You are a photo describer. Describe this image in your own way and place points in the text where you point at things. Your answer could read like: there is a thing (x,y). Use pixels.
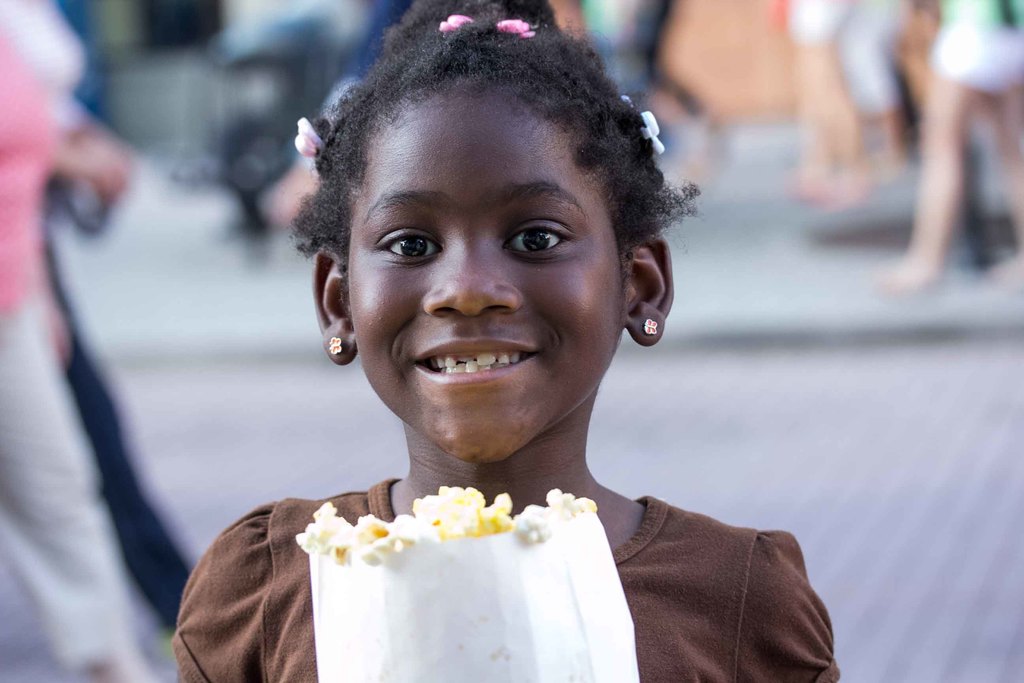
In the middle of the image (508,419) a girl (457,67) is standing, smiling and holding popcorn (408,541). Behind her few people (23,5) are walking. Background of the image (991,361) is blur.
